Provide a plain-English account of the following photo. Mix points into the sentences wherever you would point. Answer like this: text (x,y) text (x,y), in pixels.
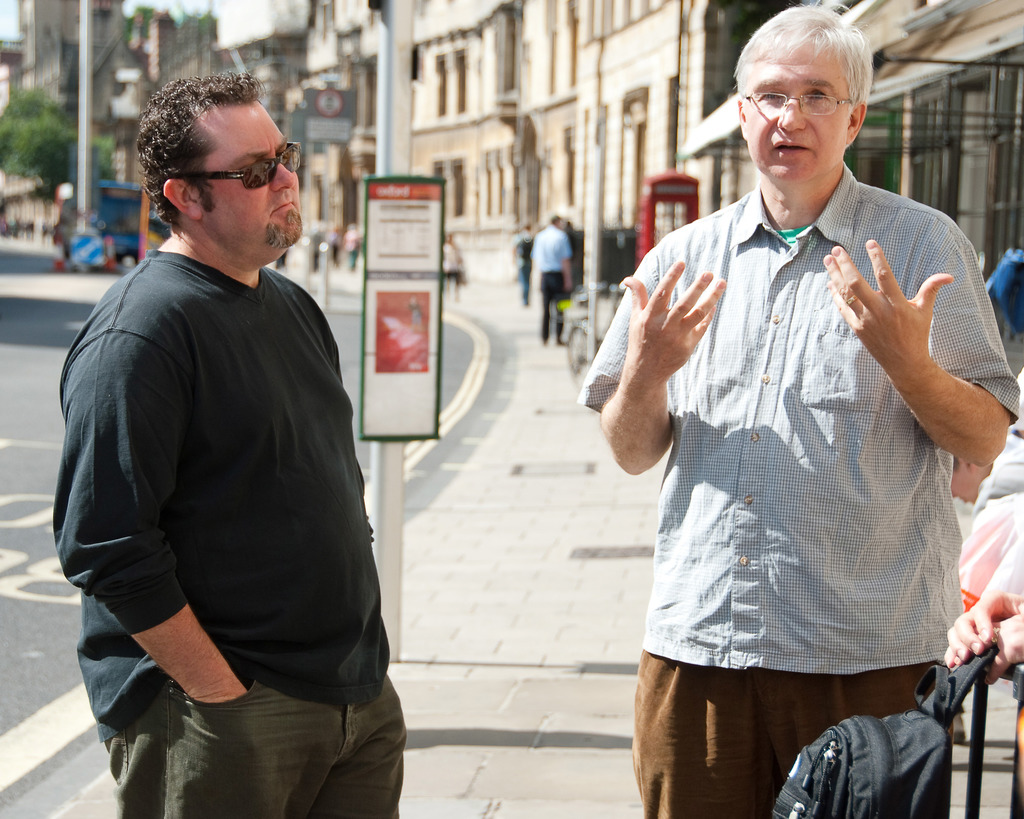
In this picture we can see two men (679,457) standing here, on the right side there are some buildings (633,82), we can see some people (532,250) in the background (547,259), there is a pole (408,169) and a board (430,231) here, we can see a bag (882,770) here, in the background (40,129) there is a tree (48,140).
